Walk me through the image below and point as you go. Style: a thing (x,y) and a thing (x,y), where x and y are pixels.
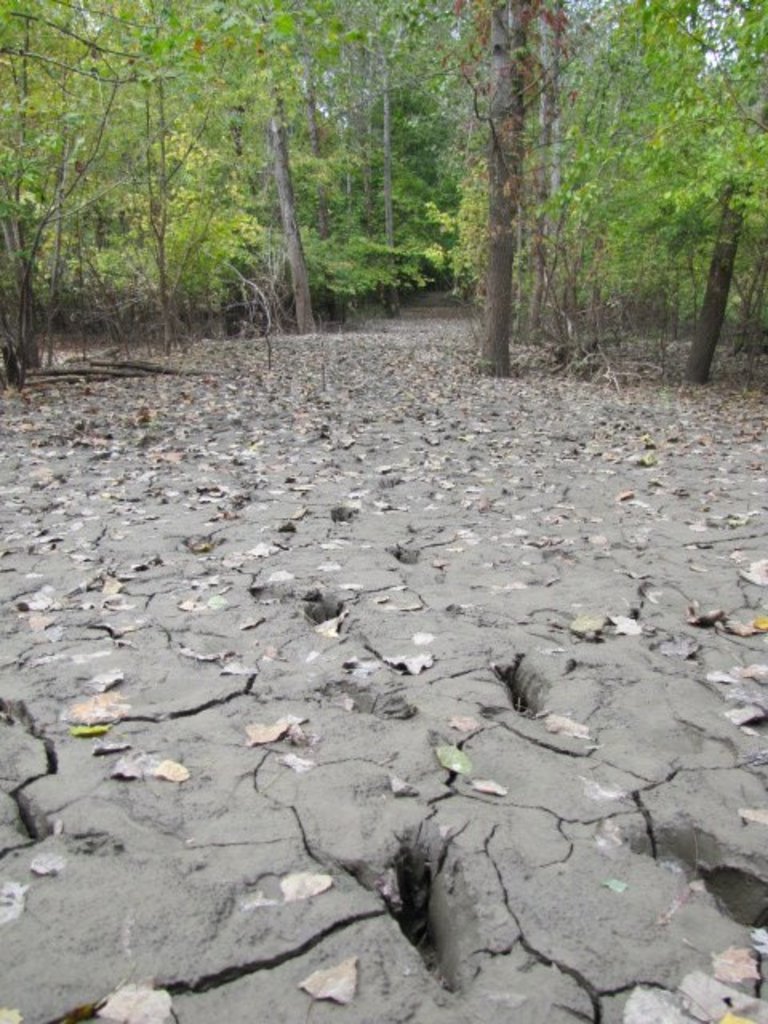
At the bottom of the image (513,752), we can see the leaves (315,404) on the land (479,710). At the top of the image (575,297), we can see trees (181,270).
